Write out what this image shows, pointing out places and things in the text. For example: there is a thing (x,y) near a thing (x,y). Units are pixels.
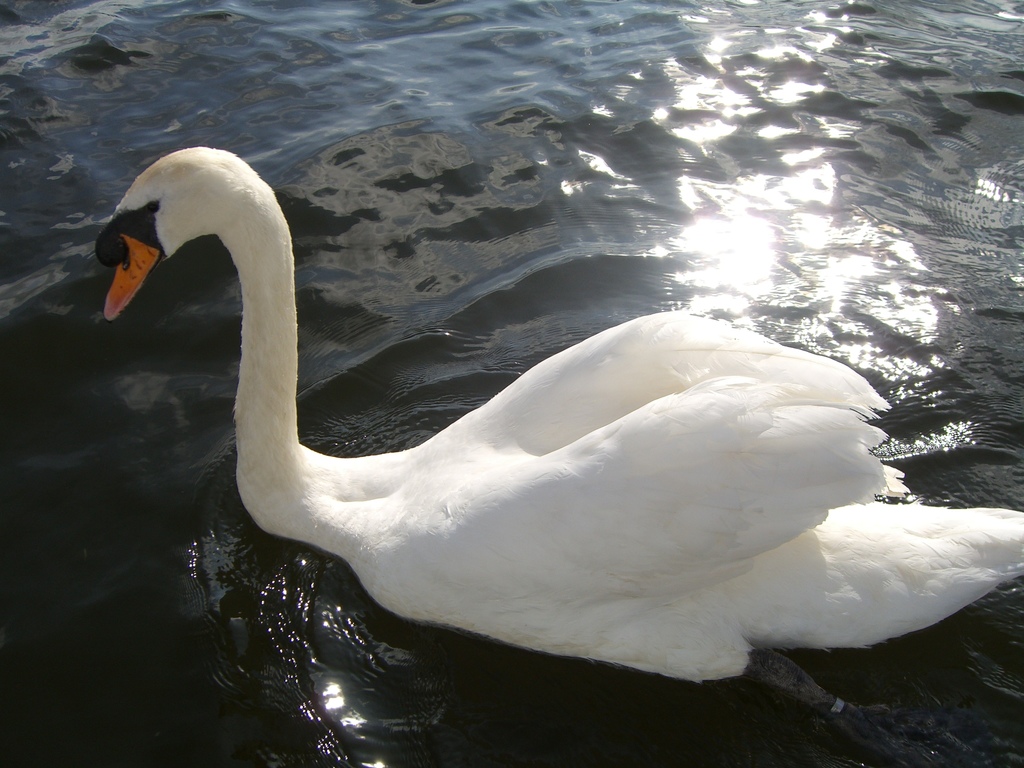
In this image we can see a swan (548,451) on the water (491,390).
